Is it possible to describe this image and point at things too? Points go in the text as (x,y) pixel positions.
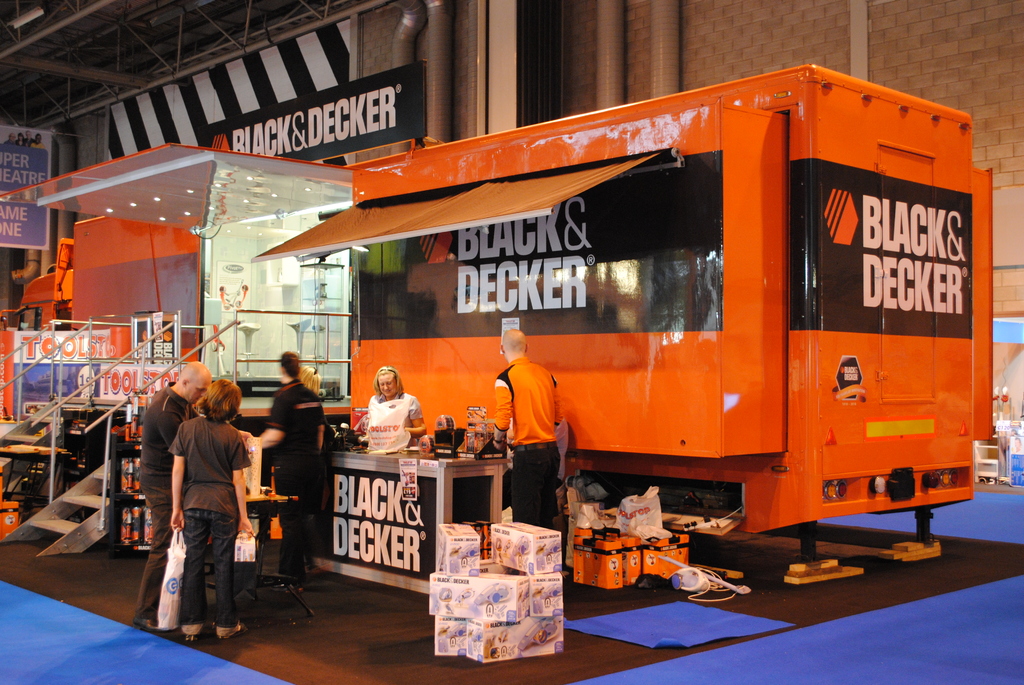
In this image we can see a truck (415,383) containing some chairs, lights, a staircase (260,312), roof (210,154) and some text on it. We can also see a table (417,451) with some objects (393,447) on it, a group of people (235,502) and some objects (575,501) placed on the floor (564,596). On the backside (589,79) we can see a building (578,92) with pipes (669,64), roof (286,6) and a signboard (302,139) with some text (287,126) on it.
